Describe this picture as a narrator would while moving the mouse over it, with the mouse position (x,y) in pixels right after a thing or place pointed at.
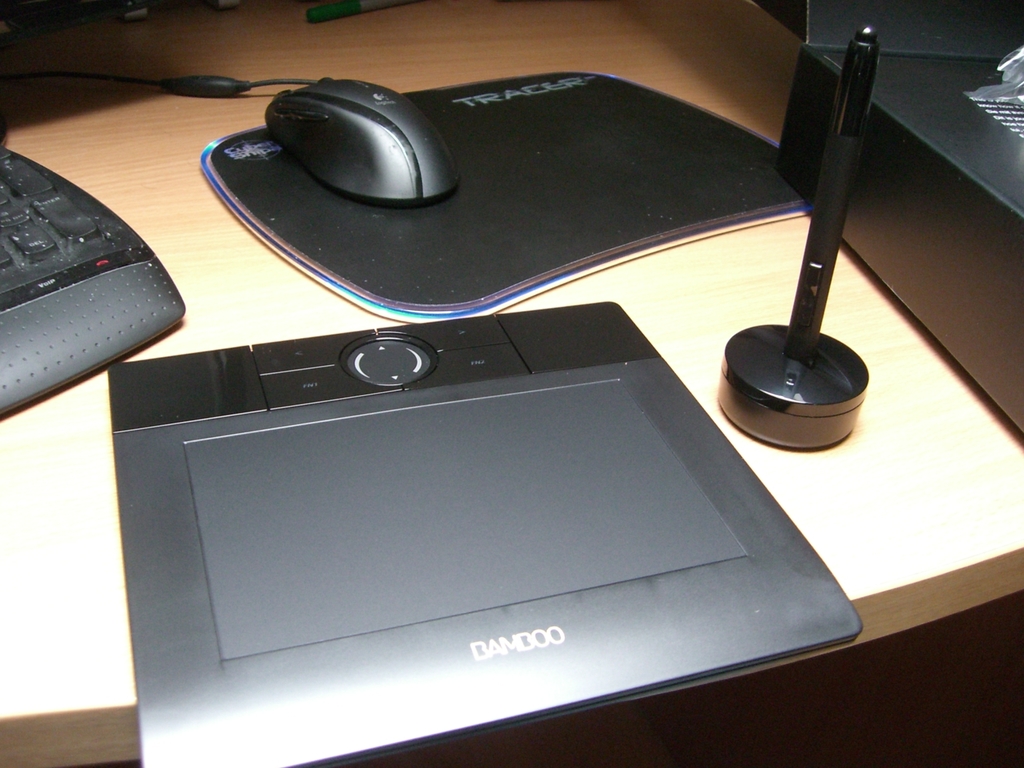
In this image i can see a mouse (327,162), a mouse pad (555,153) and other objects (199,356) on it.
